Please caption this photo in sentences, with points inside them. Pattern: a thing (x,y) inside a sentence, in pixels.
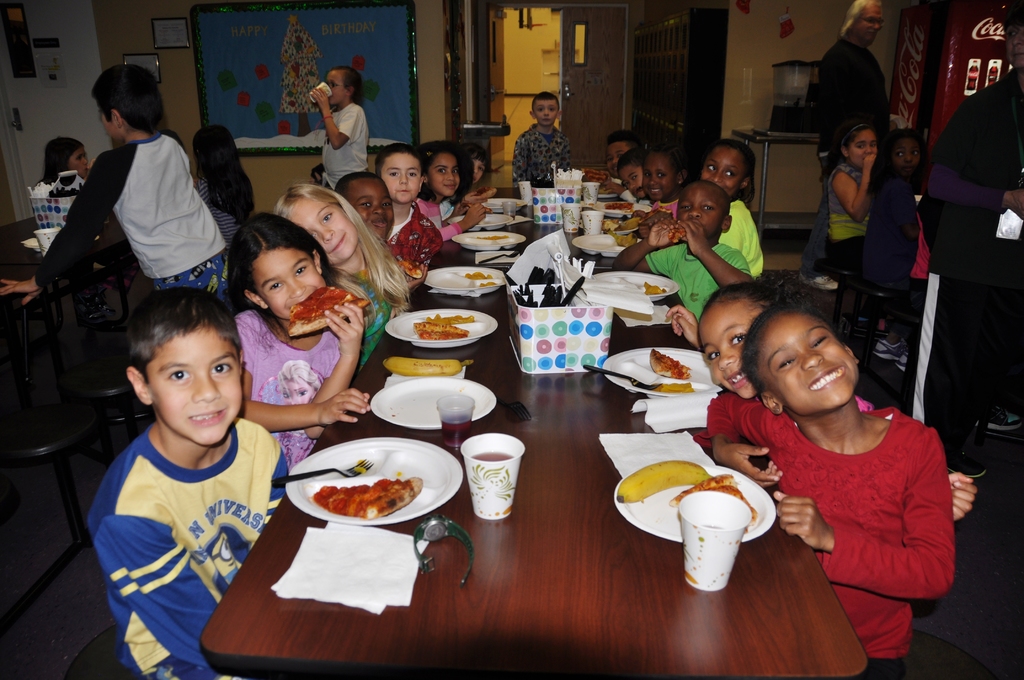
In this picture many people (381,184) are seated around the dining table (521,598). In the center of the picture (483,261) on the table (515,516) there are many glasses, spoons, forks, plates (482,393) and food items (665,479). There are many children (754,310) in the room (275,185). On the top left (66,69) there is a door (80,70). in the background (243,56) on the wall (121,53) there is a frame (244,75). In the top right (933,56) there is a refrigerator (948,60). In the background (594,87) there is another door (604,69) and child (534,112) standing.
